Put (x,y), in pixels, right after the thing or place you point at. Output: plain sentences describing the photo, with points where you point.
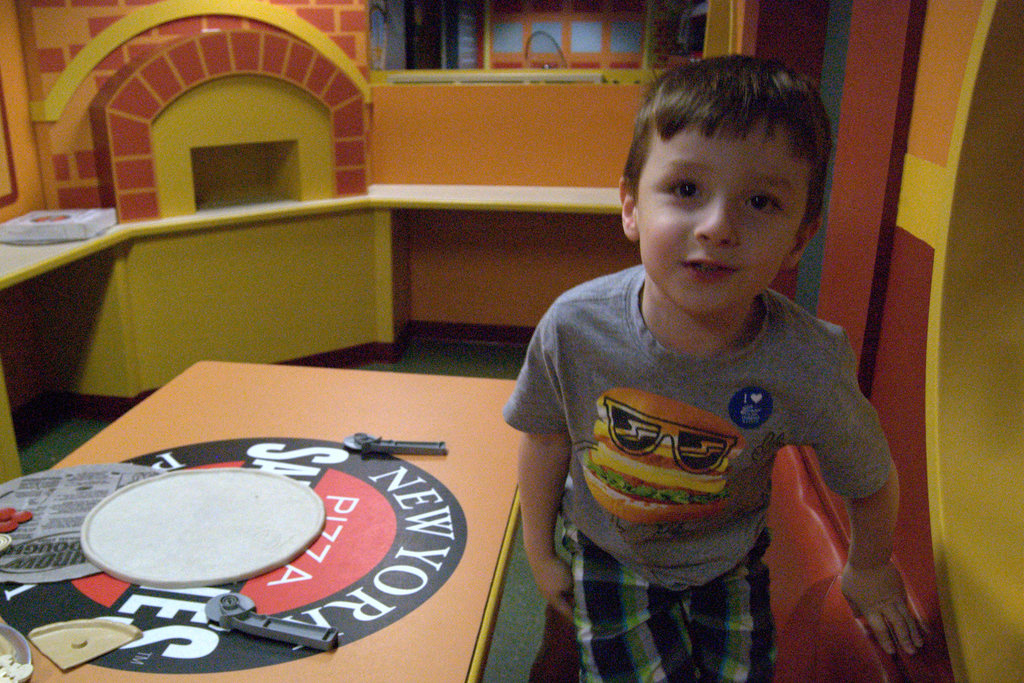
In this image I can see a boy (576,555) standing on the right side of the image (920,622) posing for the picture. I can see a table (487,454) beside him with some objects (219,548) on the table (196,565). I can see a pizza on a platform (170,220) towards the left of a wooden construction (329,207) at the top of the image (416,76).
